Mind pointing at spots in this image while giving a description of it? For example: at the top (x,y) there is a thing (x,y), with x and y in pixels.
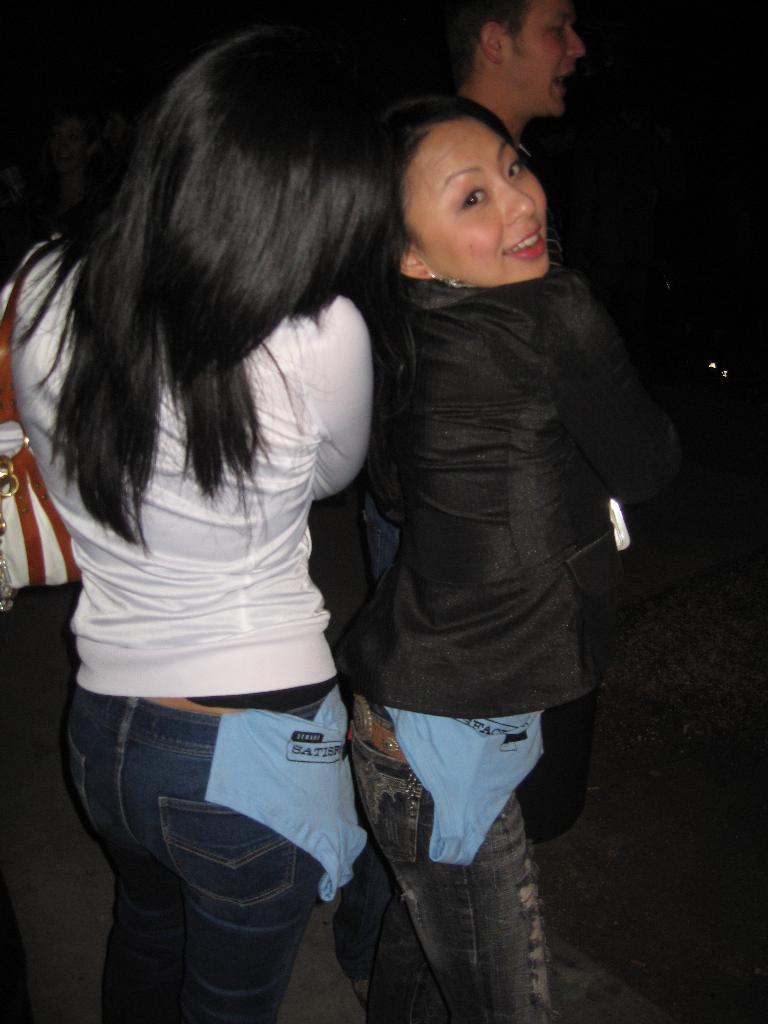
In this image in front (159,1005) there are few people (330,736) standing on the road (691,953).
